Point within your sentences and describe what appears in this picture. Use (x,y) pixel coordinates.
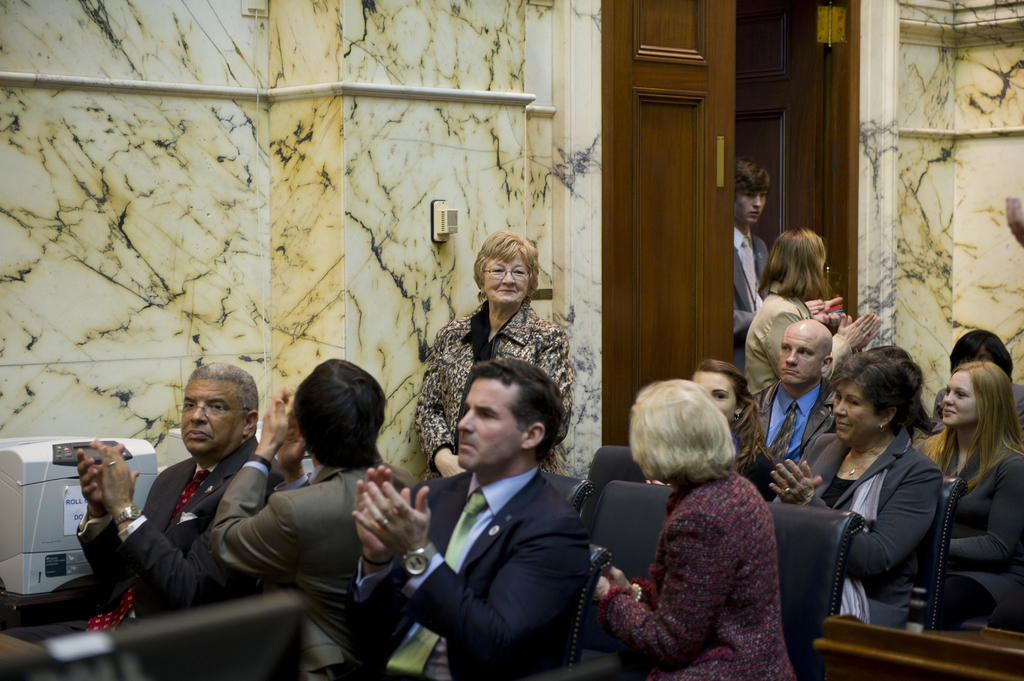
In this image I can see the group of people (468,481) sitting on the chairs (663,506) and few people (745,325) are standing. These people (556,447) are wearing the different color dresses (296,574). To the left (28,570) I can see the white color electronic gadget (22,522). In the back (204,131) I can see the wall (303,91) and the door (644,96).
